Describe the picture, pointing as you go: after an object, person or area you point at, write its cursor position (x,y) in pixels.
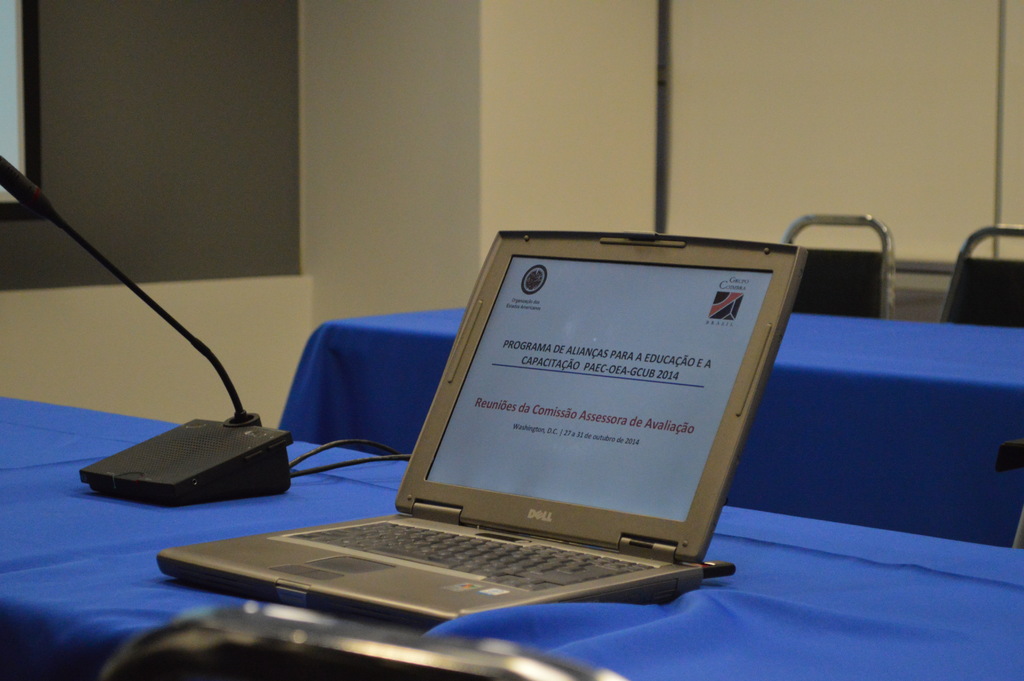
In this image we can see a laptop (565,381) and a mike stand (202,428) on the top of the table (877,567) and the table (928,581) is covered with blue color cloth (933,611). We can also see the empty table (927,365) with two chairs (994,312). Image also consists of plain wall (724,132). On the left (36,135) we can see the screen (5,7).
